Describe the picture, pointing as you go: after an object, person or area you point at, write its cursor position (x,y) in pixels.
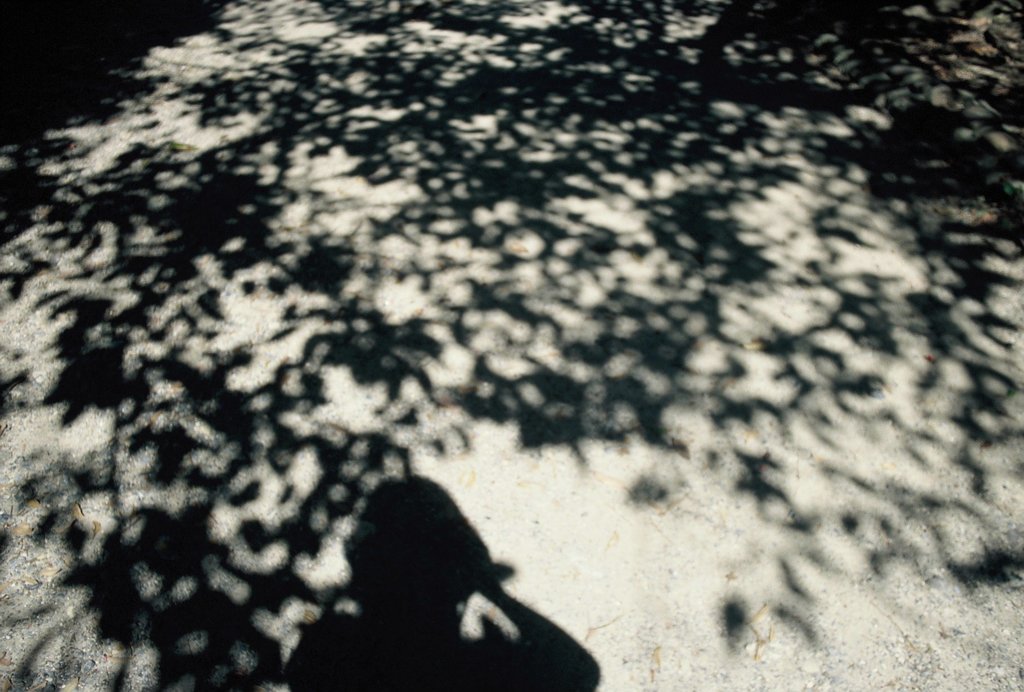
In this picture there is a road (607,304). On the road (668,495) I can see the shadow (913,38) of the tree (460,201) and woman (522,678).
